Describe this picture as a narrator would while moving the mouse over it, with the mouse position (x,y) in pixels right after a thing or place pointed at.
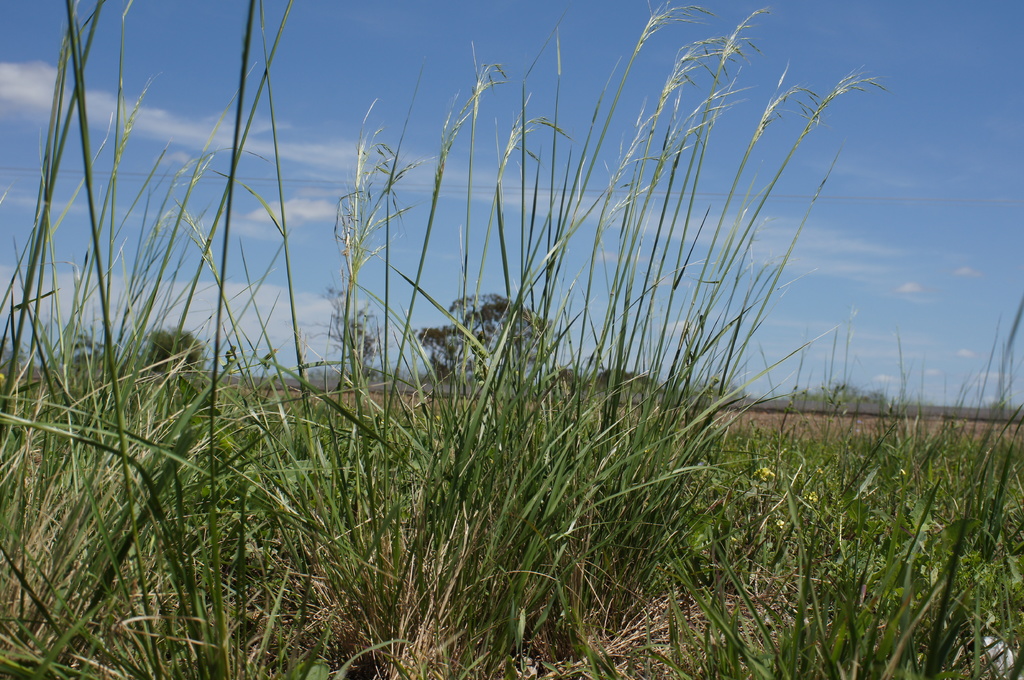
In this image we can see grass (552,517). Background of the image (447,350) trees (506,318) are there. The sky (423,326) is in blue color with some clouds (208,305).
